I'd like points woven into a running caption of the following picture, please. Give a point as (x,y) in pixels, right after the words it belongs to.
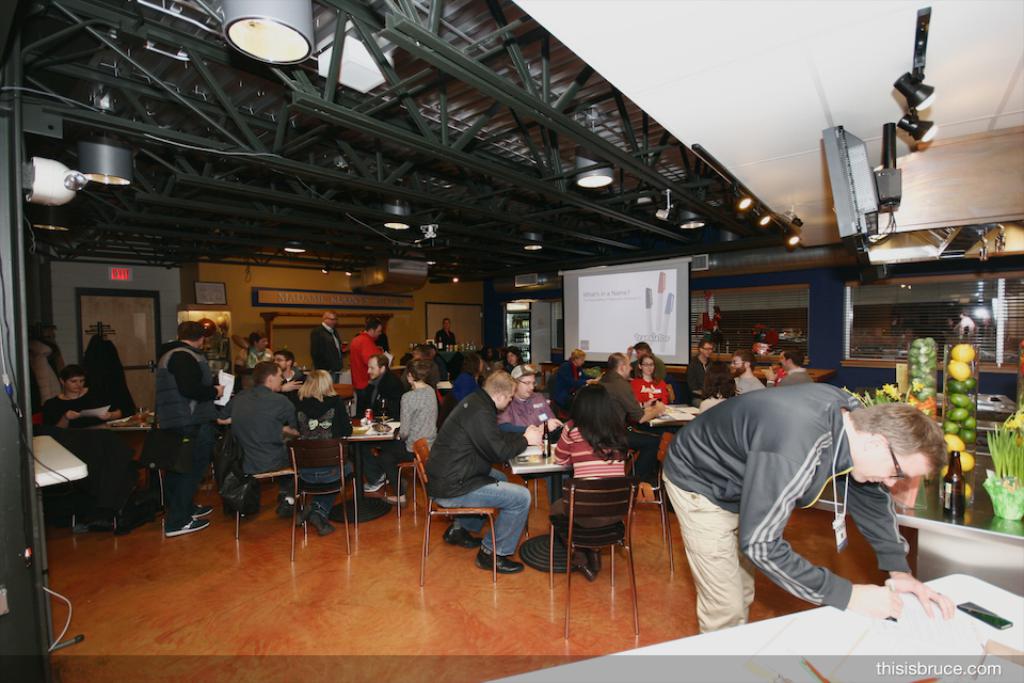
It is a restaurant (562,428) there are multiple tables (373,510) and many people (500,447) are sitting around it, there is a projector (676,282) on which something is being displayed in the background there is a kitchen (879,318) and an exit room (108,304).
